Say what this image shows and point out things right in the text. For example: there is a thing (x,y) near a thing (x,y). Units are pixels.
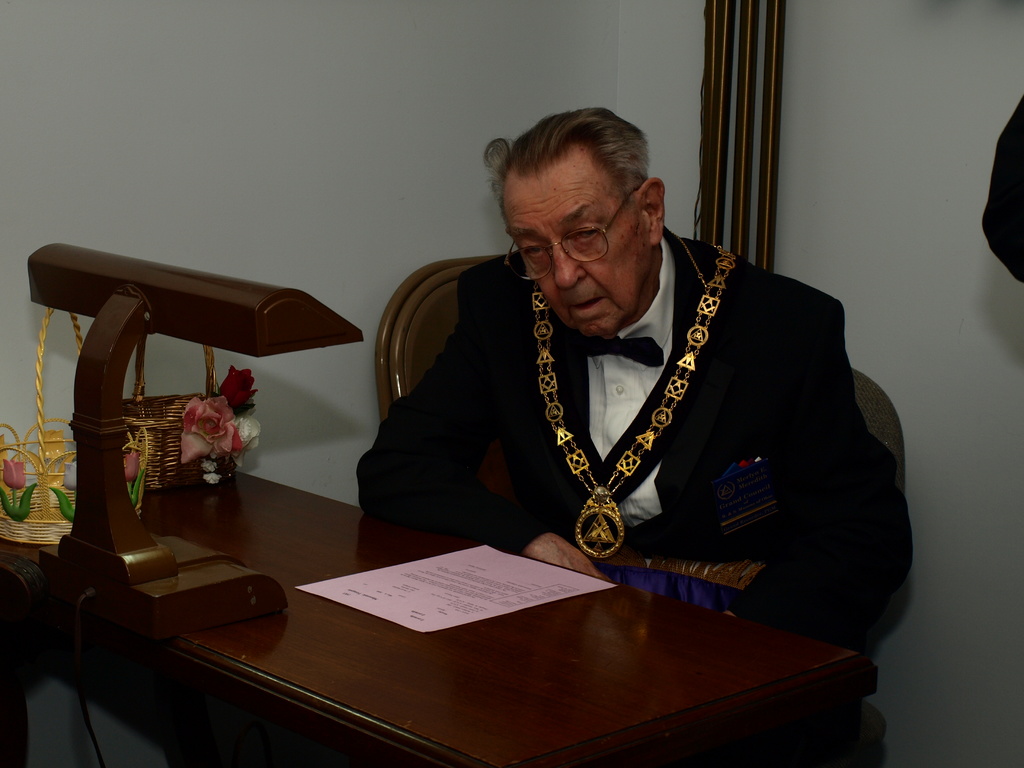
This man (648,401) is sitting on a chair (894,437). In-front of this man (616,413) there is a table (509,729), on this table (310,691) there are baskets (178,419), paper (403,579) and wooden stand (113,354).
